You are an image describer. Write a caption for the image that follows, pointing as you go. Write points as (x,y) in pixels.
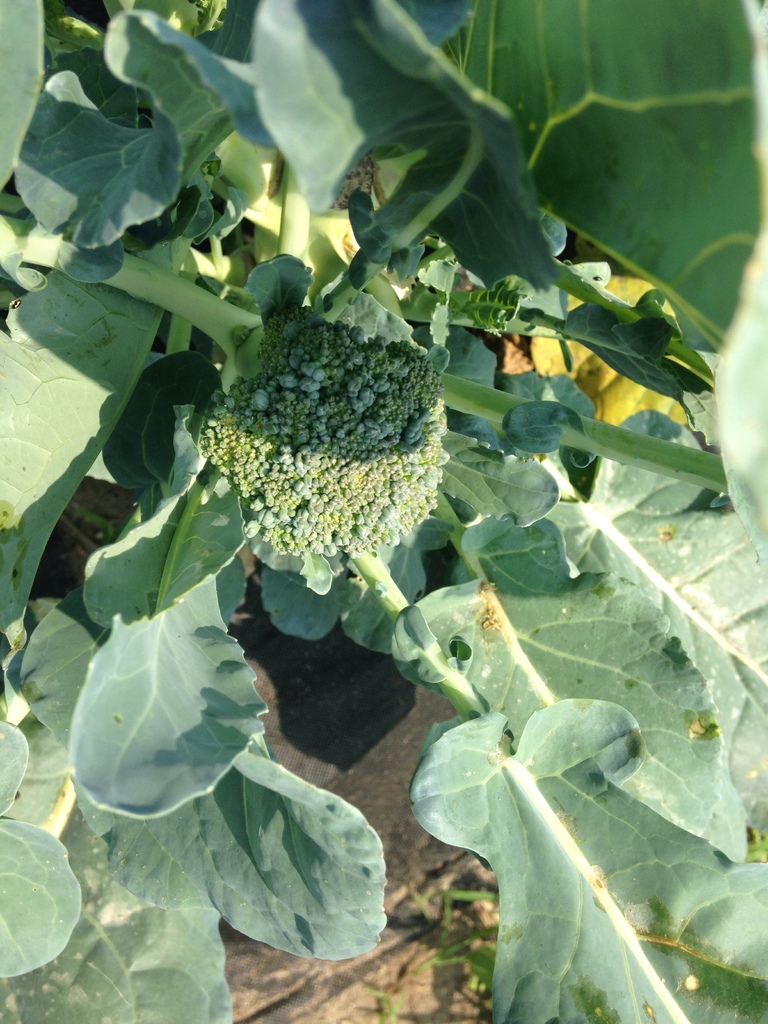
In this picture we can see a few leaves (615,617) and a broccoli (303,470).
